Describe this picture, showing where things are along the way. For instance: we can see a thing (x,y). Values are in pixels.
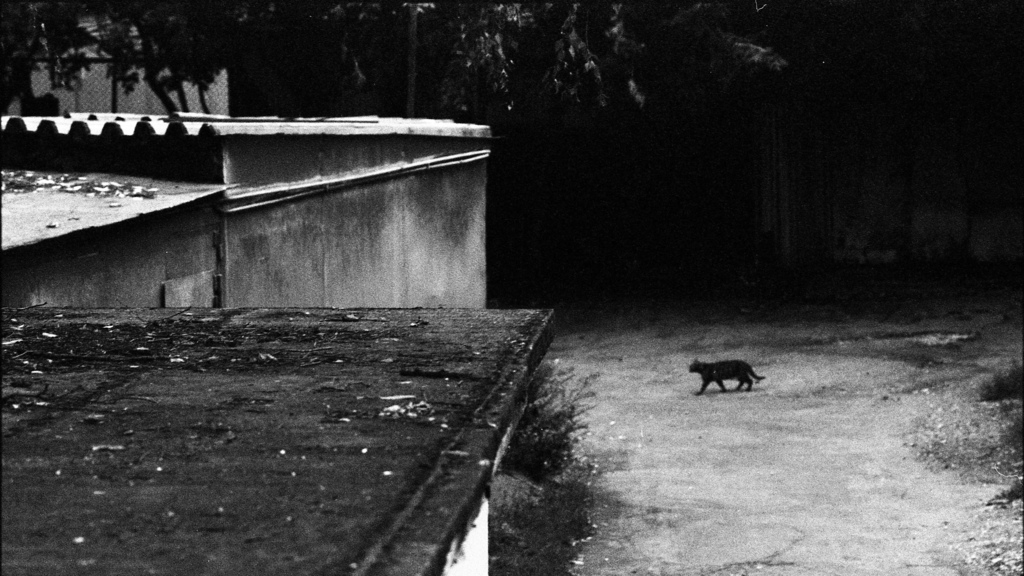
This is a black and white image. In this image we can see a cat (719,375) walking on the road (724,475). On the left side (281,243) there are buildings (251,196). In the background (717,98) there are trees (574,75).
